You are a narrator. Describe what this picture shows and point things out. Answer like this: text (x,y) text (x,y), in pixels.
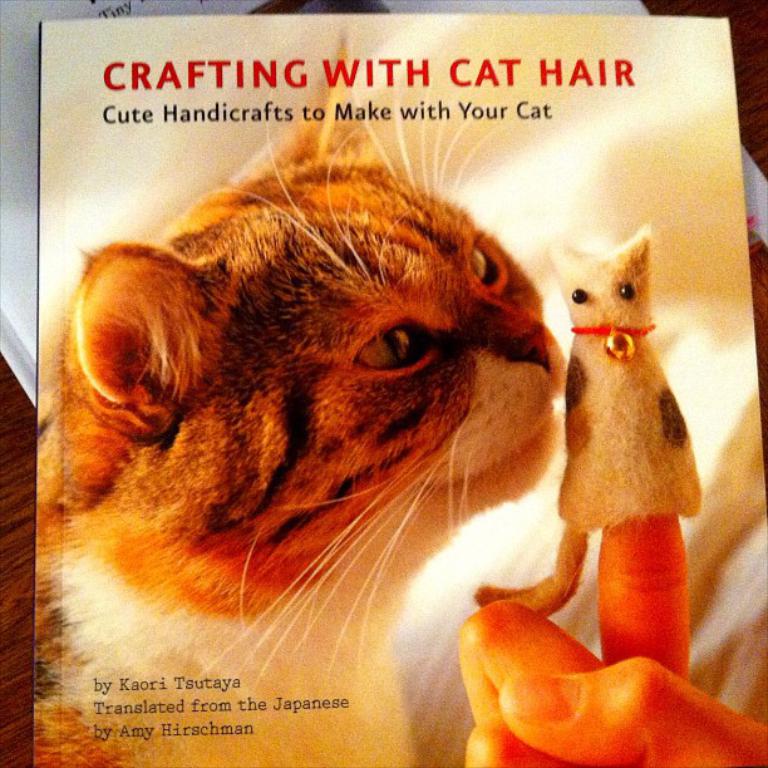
In this image we can see a paper (315,137). On the paper (270,326) there is an image of a cat (229,467) and something is written. Also we can see fingers (559,677) of a person (609,640). On the finger (609,640) there is a toy (600,400). In the background (21,499) there is a wooden surface (28,406) and there is a paper (28,40).
